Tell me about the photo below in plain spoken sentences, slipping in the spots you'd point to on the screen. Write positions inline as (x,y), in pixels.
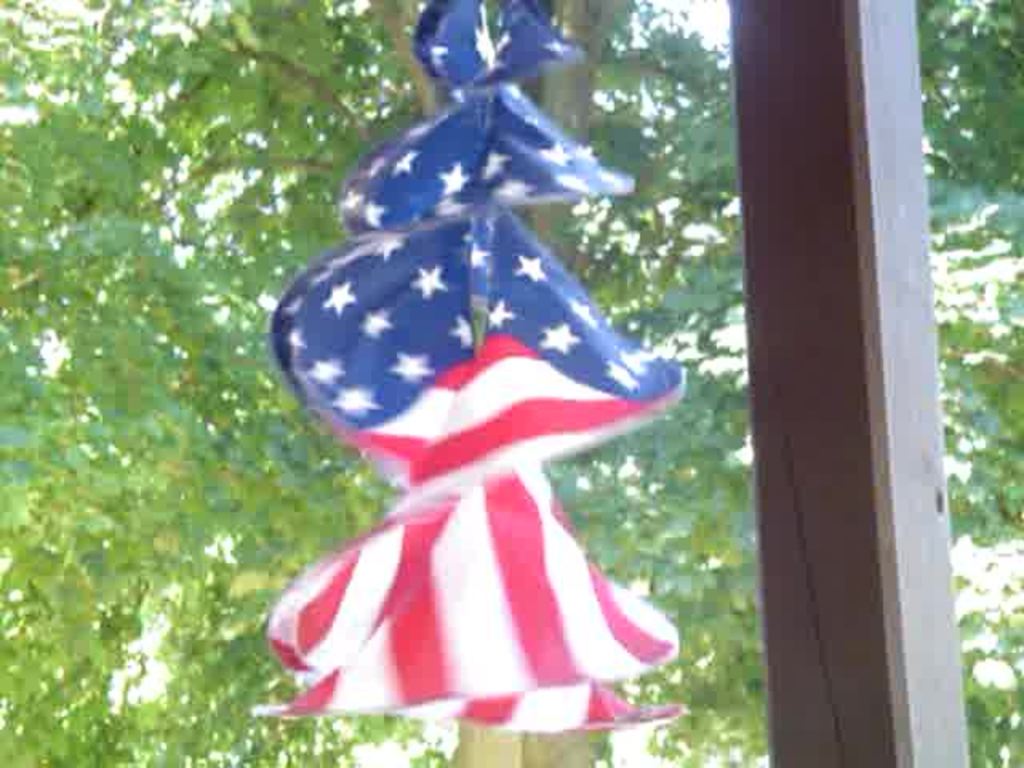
In this picture, it seems to be there is a pillar (772,103) on the right side of the image (839,537) and there is a flag (608,336) in the center of the image (363,371) and there is tree (204,412) in the background area of the image (557,235).
